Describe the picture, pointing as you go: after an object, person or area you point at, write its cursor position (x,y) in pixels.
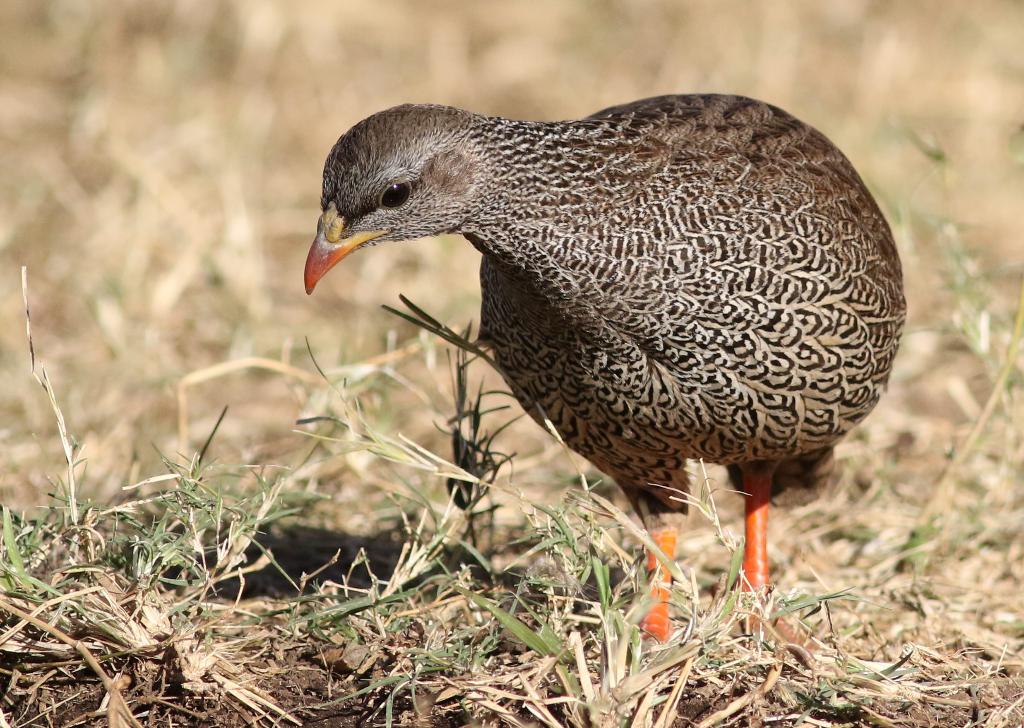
In this image I can see grass (546,509) and a brown color bird (679,332). I can also see this image is little bit blurry from background (794,54).
